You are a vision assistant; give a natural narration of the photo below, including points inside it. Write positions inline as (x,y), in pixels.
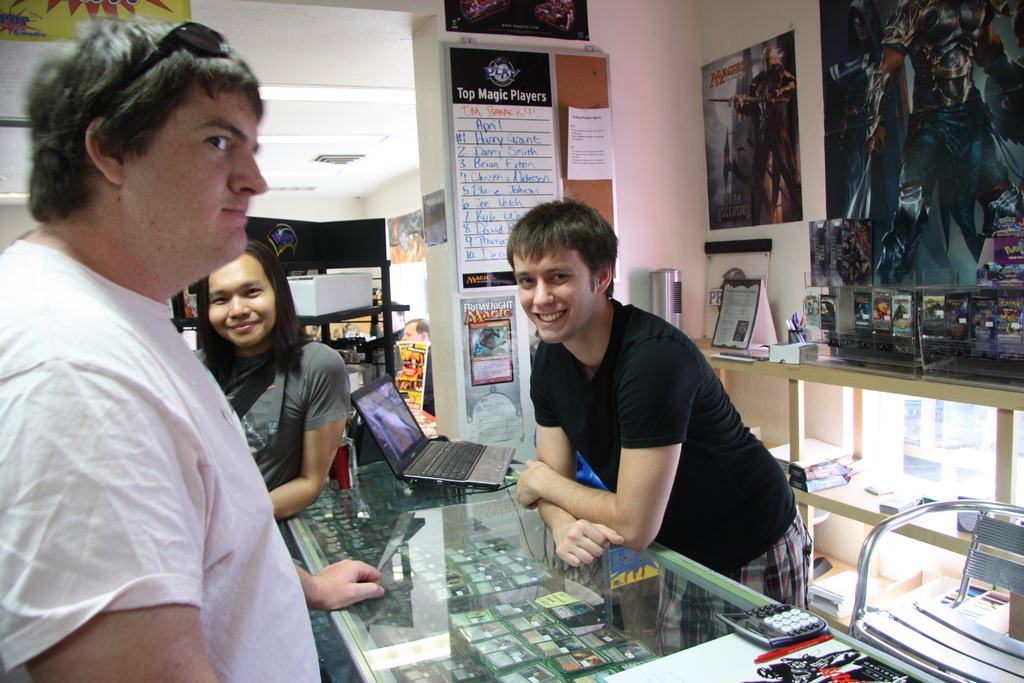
In the picture I can see some people (332,442) are standing, in between them we can see a glass table (598,608), behind there are some posters (735,103) attached to the wall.
